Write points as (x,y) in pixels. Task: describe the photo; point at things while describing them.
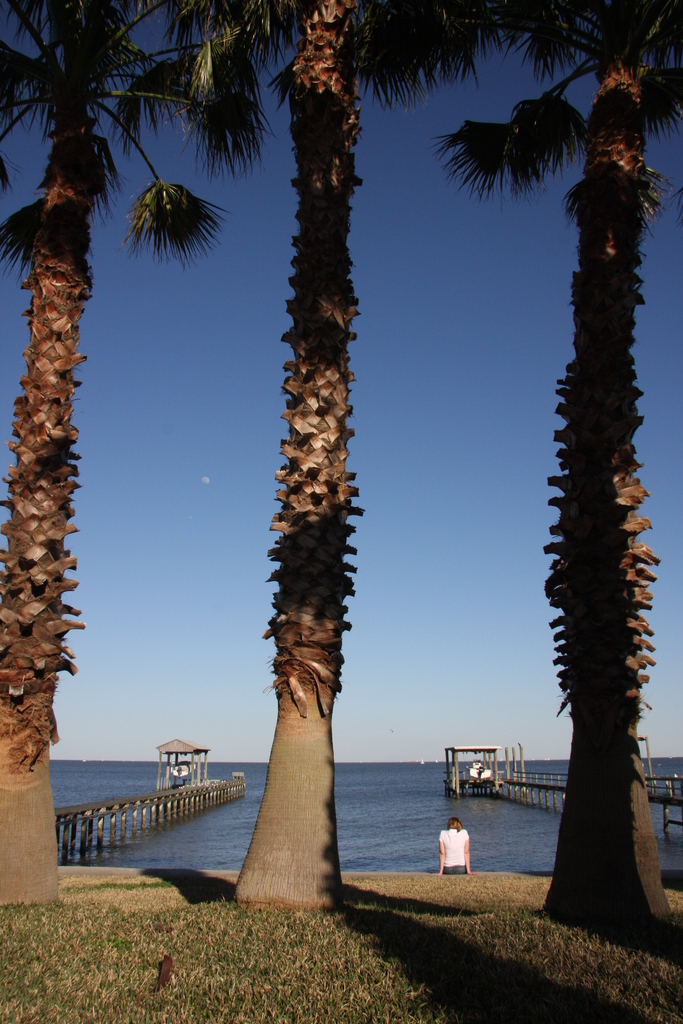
In this image we can see trees (620,303), a person (447,841) sitting on the ground (423,950), water (343,799), bridges (152,809) and sheds (486,756) on the bridges (496,784) and the sky (156,750) in the background (236,464).
